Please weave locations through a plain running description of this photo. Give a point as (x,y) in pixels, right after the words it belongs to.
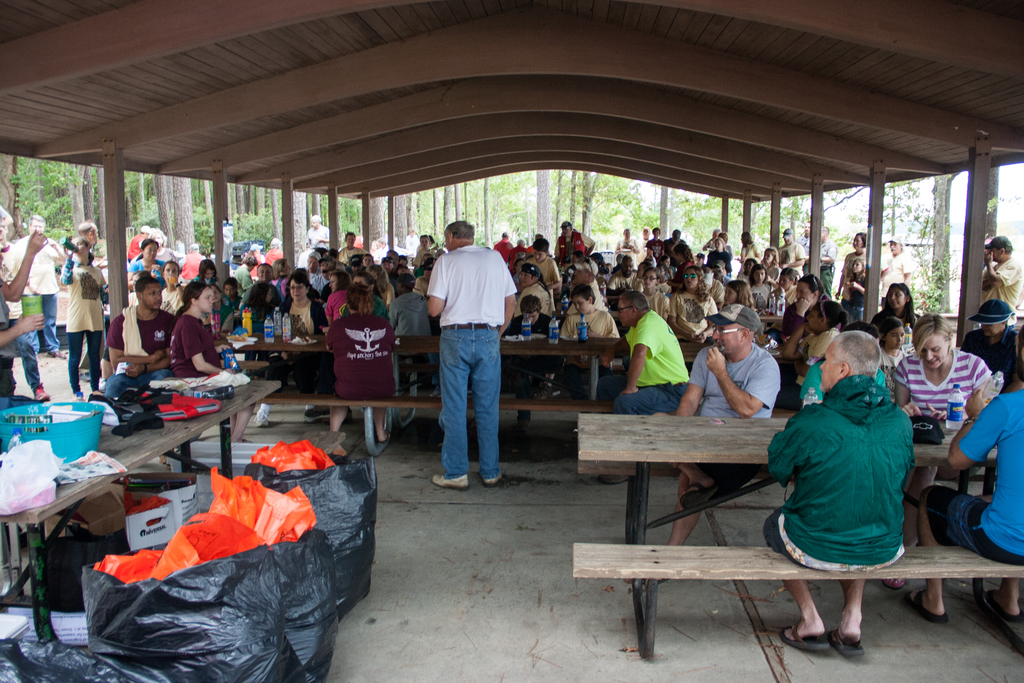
Here in the middle (454,363) there is a man (450,432) standing. In the background (345,288) there are few people (345,288) sitting on the benches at the table (660,427) and few (49,304) are standing. On the table (519,343) we can see water bottles (584,325) and few other items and we can also see trees (535,227) and sky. On the left (186,574) there are bags (184,548) on the floor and on the table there are some items (137,415) and basket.
